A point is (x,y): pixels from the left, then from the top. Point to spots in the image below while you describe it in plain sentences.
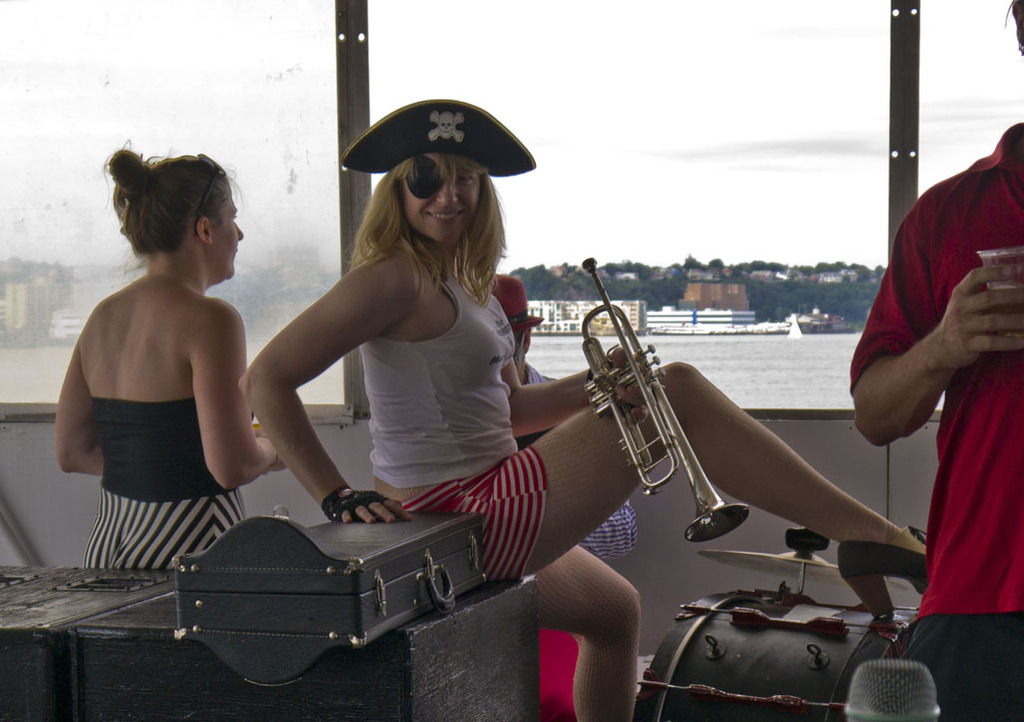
In the image there are a group of people (104,366) and one of them a woman (615,458) is holding some music instrument (663,415) in her hand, there are some wooden objects (174,581) in the foreground (365,599) and on the right side (772,649) there are drums (768,612) and in the background (822,398) there is a water surface (730,335) and behind the water surface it seems like there are buildings (708,307) and trees (639,294).
